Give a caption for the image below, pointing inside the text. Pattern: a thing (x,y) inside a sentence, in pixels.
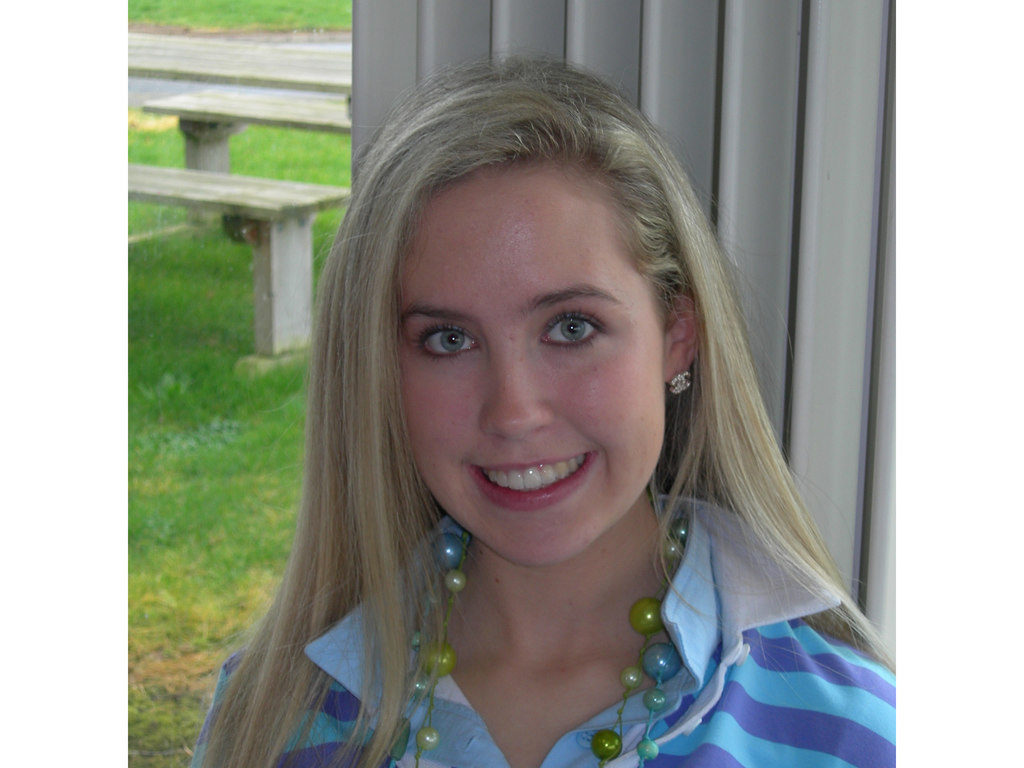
In the middle of the image (496,505) a woman (572,139) is standing and smiling. Behind her we can see a wall (385,80), on the left side of the image (276,481) we can grass (213,230) and benches (267,224).
